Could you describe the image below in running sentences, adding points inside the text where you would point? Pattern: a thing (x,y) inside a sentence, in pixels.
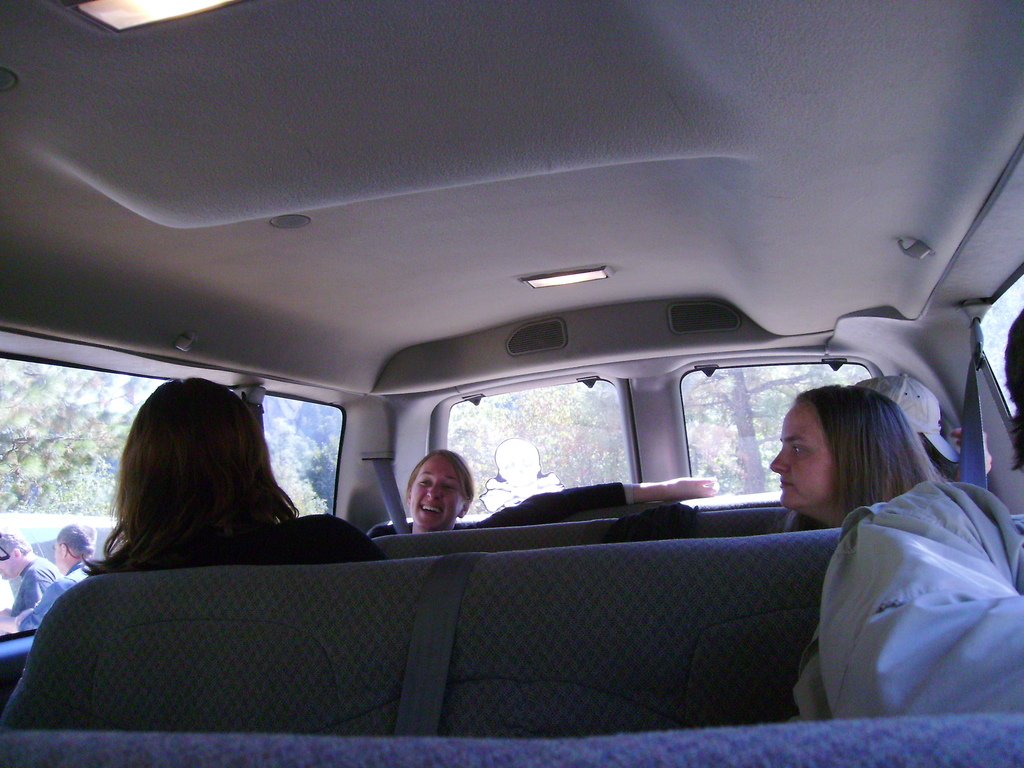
The image is taken inside a car (461,605). There are three ladies (345,534) sitting in a car (578,675). The lady (507,519) sitting in the last seat (747,527) is laughing outside the car (457,569) we can see some trees (314,449) and some people (38,573) on the road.
